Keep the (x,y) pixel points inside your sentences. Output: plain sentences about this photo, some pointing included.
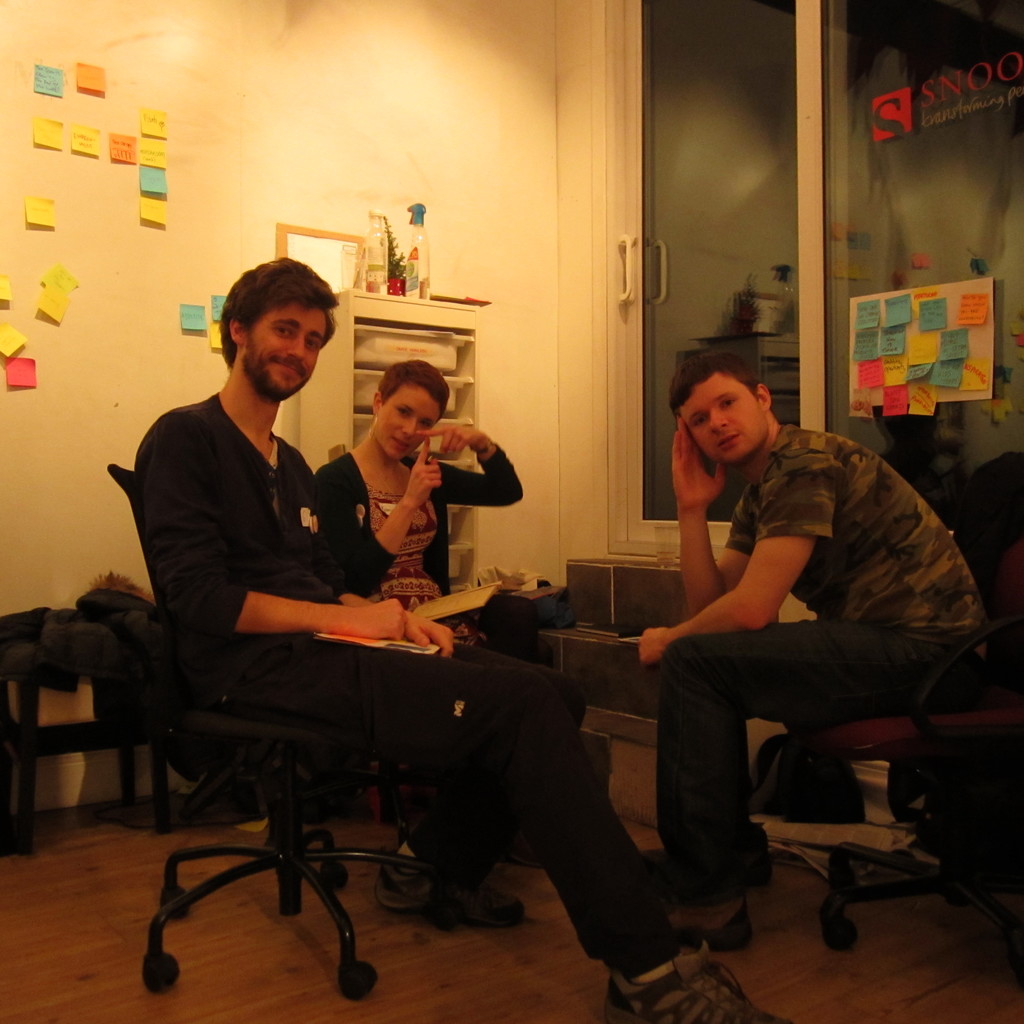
In this picture there are three people (506,480) sitting on a chair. There is a bookshelf (327,438), bottle (414,288), papers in the wall (123,302). There is a table (102,730) to the left (81,722).
